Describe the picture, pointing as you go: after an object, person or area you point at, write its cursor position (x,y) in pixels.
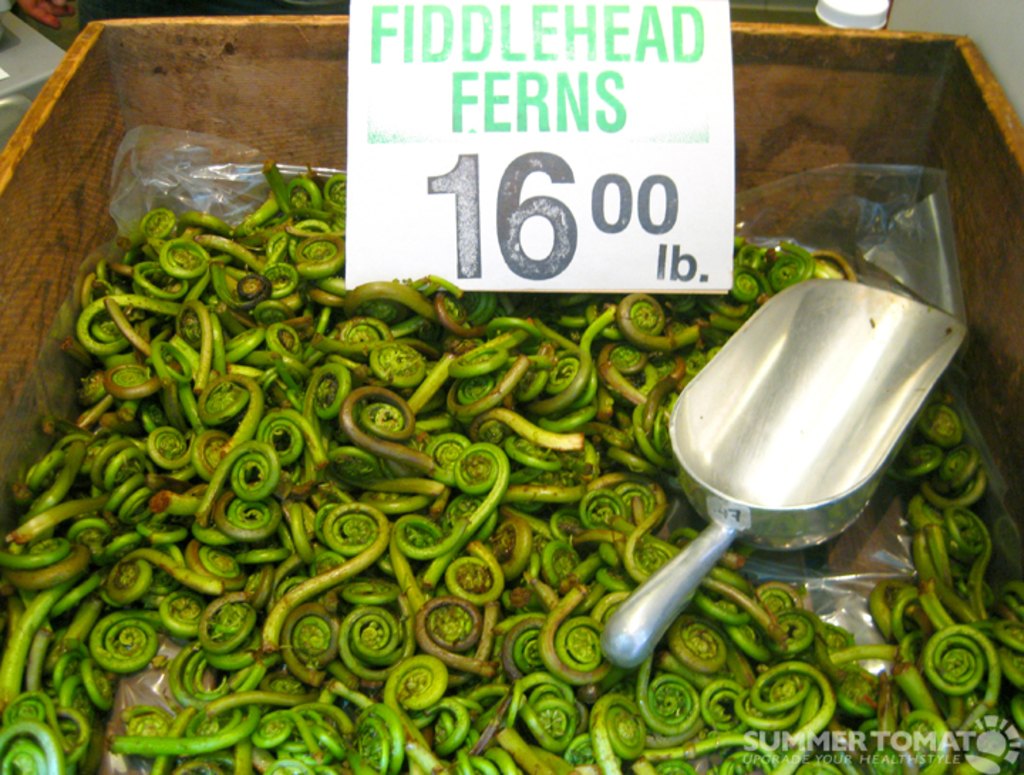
In the image we can see basket (744,110), in the basket (754,98) we can see some green color objects (941,485) and we can see a metal object (731,346). At the top of the image (726,122) we can see a banner (377,105). Behind the basket (795,58) we can see a wall (1018,59). In the top left corner of the image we can see a hand (52,19).
